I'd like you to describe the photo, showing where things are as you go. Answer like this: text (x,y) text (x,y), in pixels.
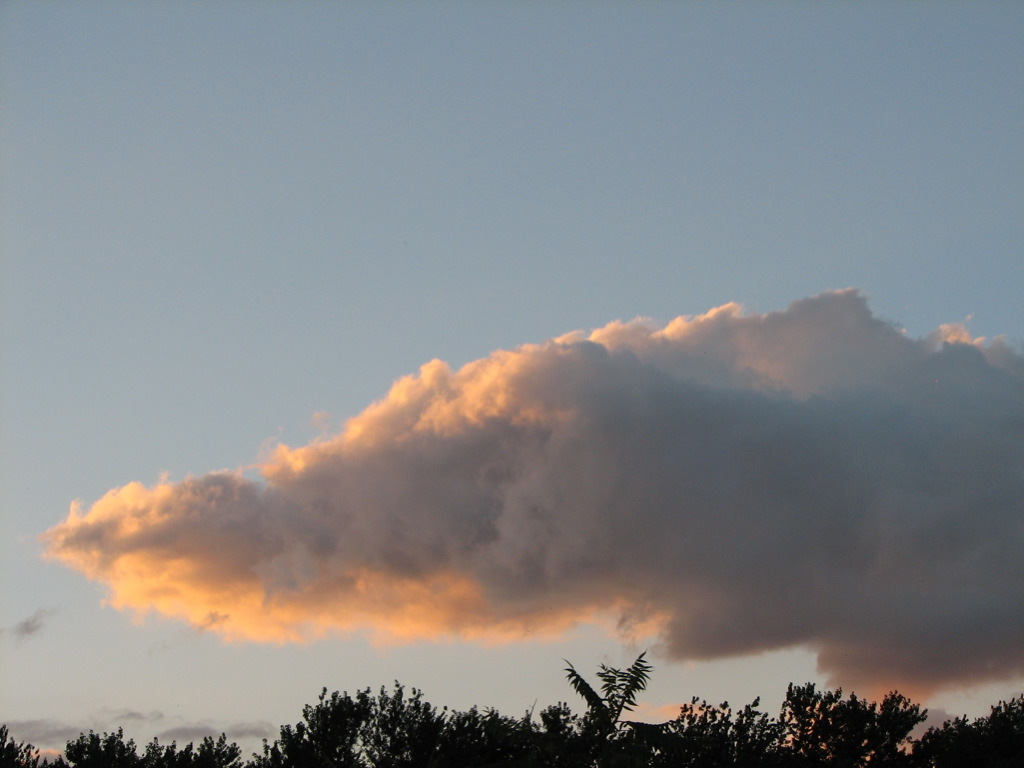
In this image I can see trees (589,741) at the bottom of the picture (991,741) and there is a cloud (598,439) in the sky (34,571).
